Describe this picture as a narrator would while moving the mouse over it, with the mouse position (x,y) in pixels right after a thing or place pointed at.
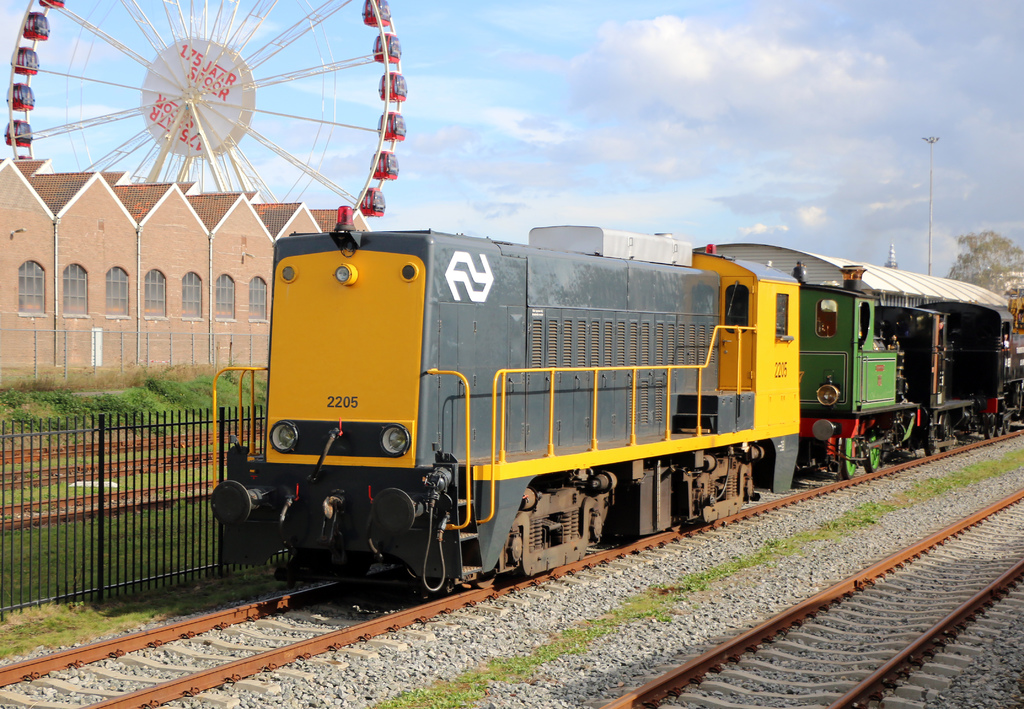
We can see train (430,382) on track (805,487) and we can see railway tracks (800,503) and fence (160,456). Background (29,224) we can see building (83,242), tree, giant wheel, poles (930,149) and sky (873,208).
